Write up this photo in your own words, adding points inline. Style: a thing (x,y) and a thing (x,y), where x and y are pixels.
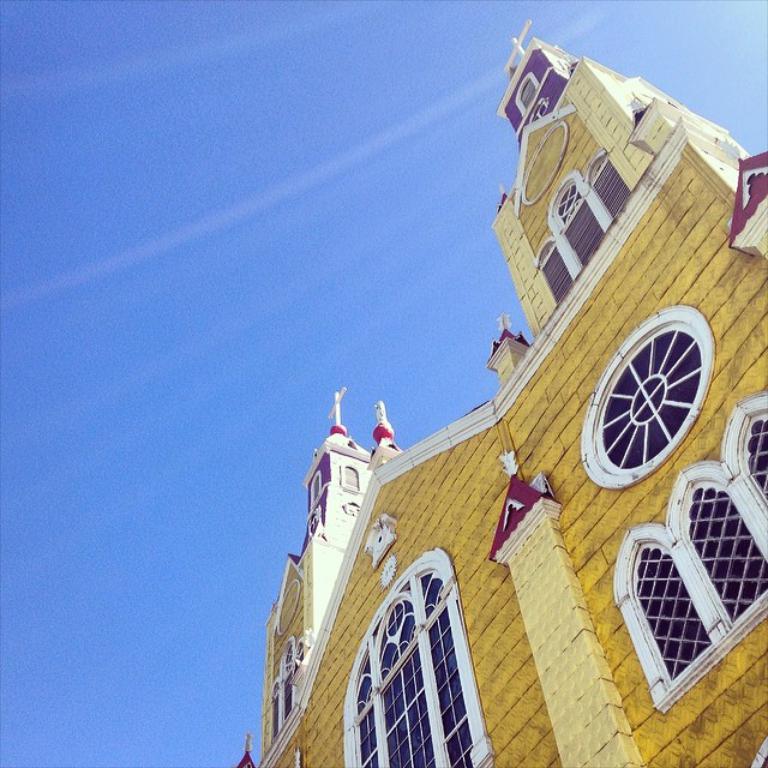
In this picture I can see a building (388,519) with windows (733,547), and in the background (124,206) there is sky (171,238).
